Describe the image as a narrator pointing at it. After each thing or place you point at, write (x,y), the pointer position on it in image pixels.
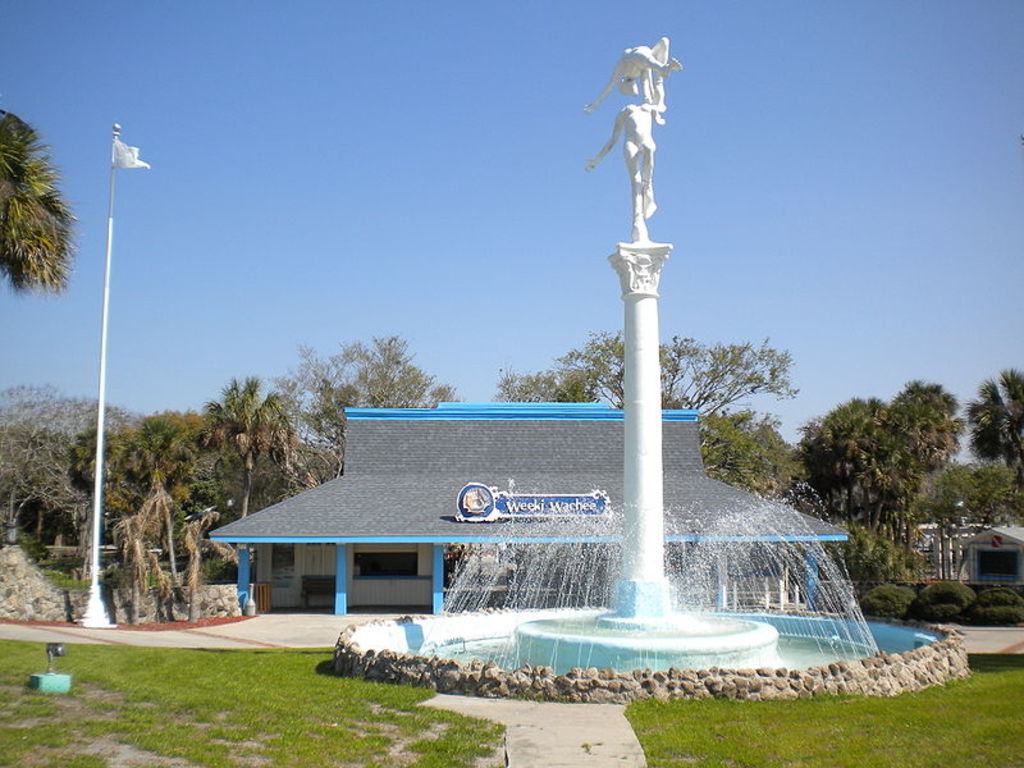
In the image there is a statue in the middle of the water fountain (479,629) with grass (120,667) on either side of it and behind it there is a home (421,524) with trees (305,479) in the background (116,485) and above its sky (394,101).
